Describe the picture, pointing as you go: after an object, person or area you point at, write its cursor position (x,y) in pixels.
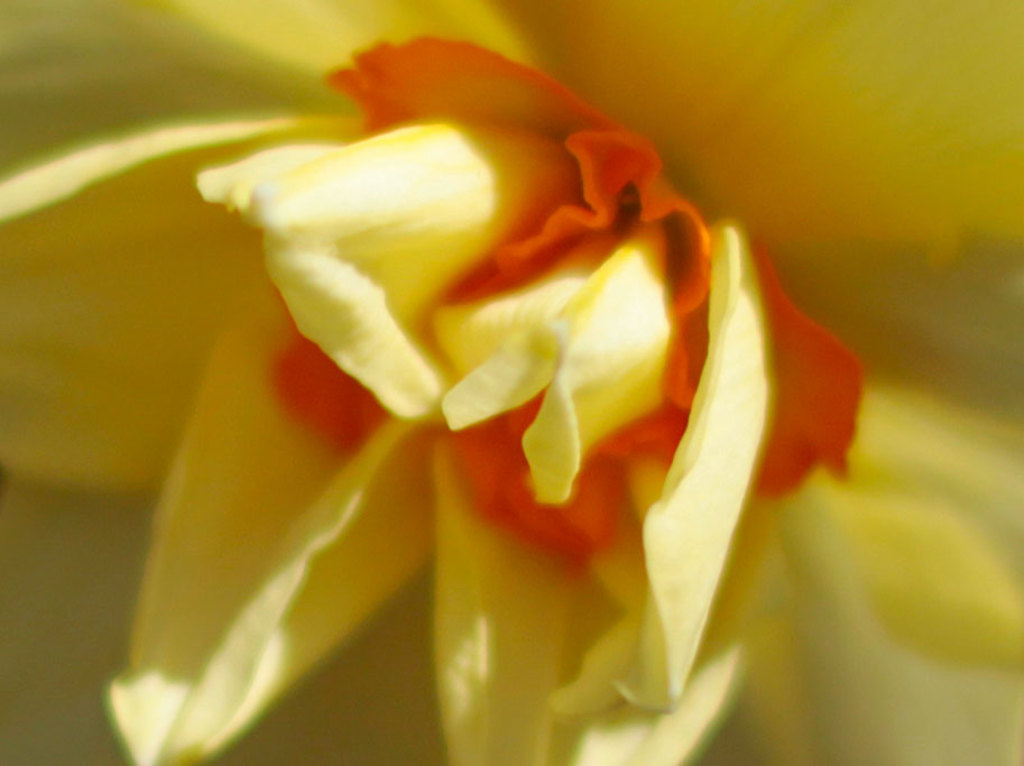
In this picture I can see a flower (202,502).
